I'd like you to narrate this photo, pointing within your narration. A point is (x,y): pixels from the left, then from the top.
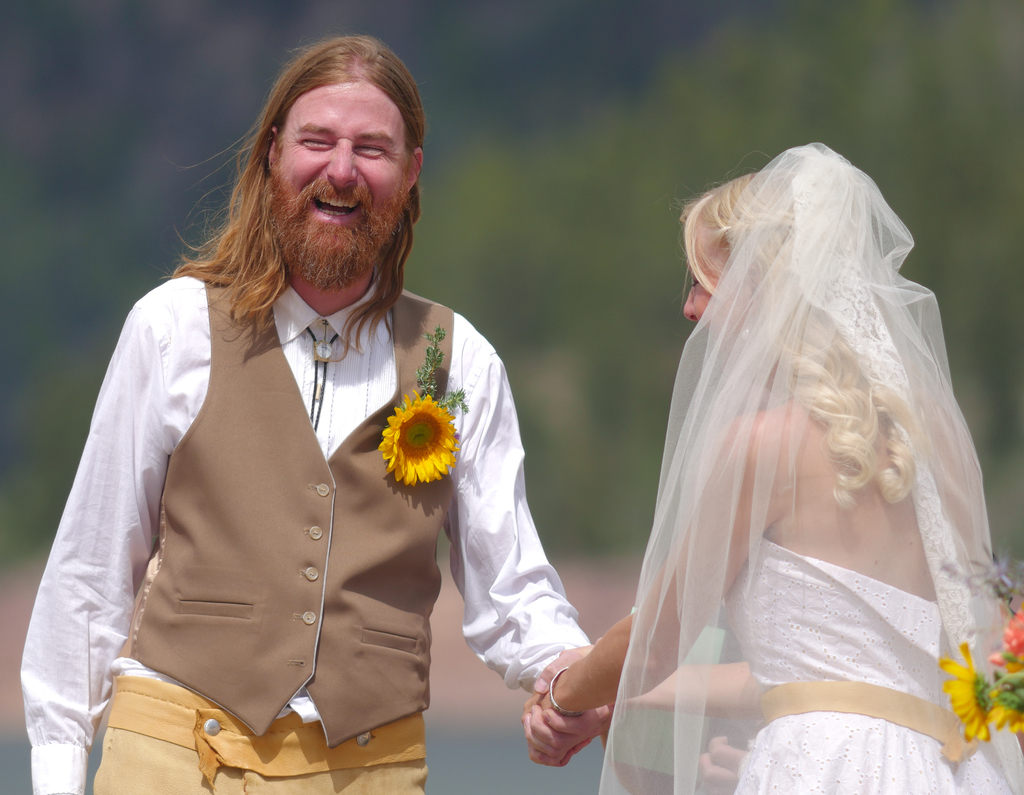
In the picture we can see a man (200,444) and a woman (919,661) holding each other hand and man (462,498) is in a long hair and in the background (890,168) we can see the trees (890,168) which are not clearly visible.
